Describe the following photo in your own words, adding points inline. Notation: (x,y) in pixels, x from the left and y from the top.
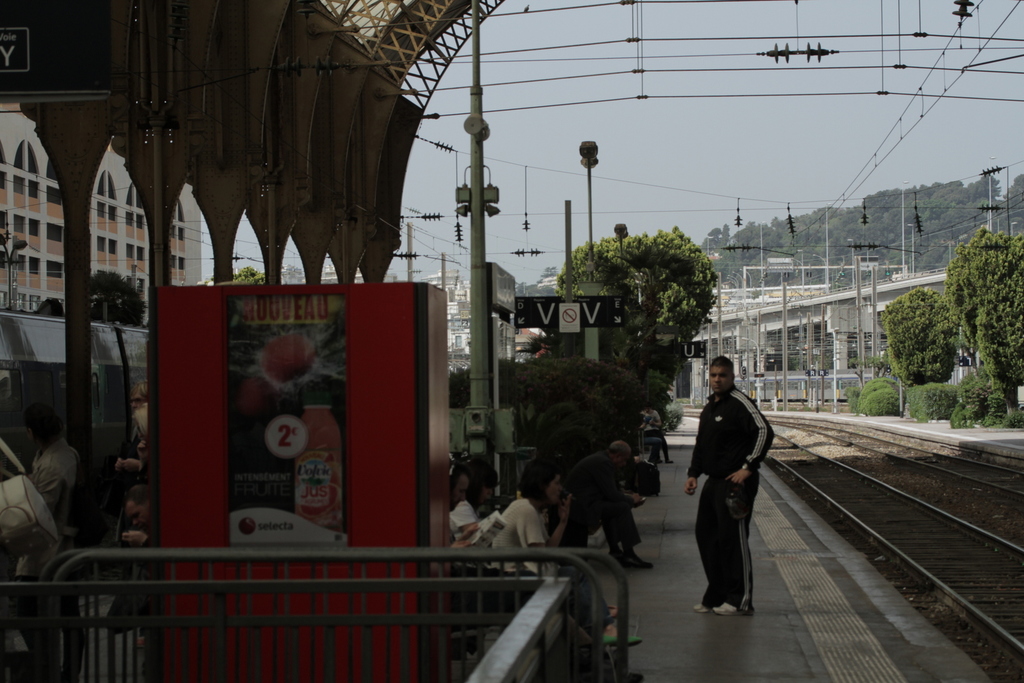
This picture is taken inside the railway station (853,551). In this image, on the right side (957,273), we can see some trees (928,297) and plants (928,418), electric pole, electric wires (991,170). On the left side (321,293), we can see a metal rod (553,616) and a group of people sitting on the bench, box (360,518), pillars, building (21,294), trees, electric wires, electric pole (16,307). In the middle of the image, we can see a man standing on the floor (694,629). In the background (612,416), we can see some trees (613,263), plants (542,368), electric pole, electric wires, bridge (864,295), building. At the top (769,91), we can see a sky (774,185), at the bottom (919,526), we can see some stones (1004,599) on the railway track (879,512).
